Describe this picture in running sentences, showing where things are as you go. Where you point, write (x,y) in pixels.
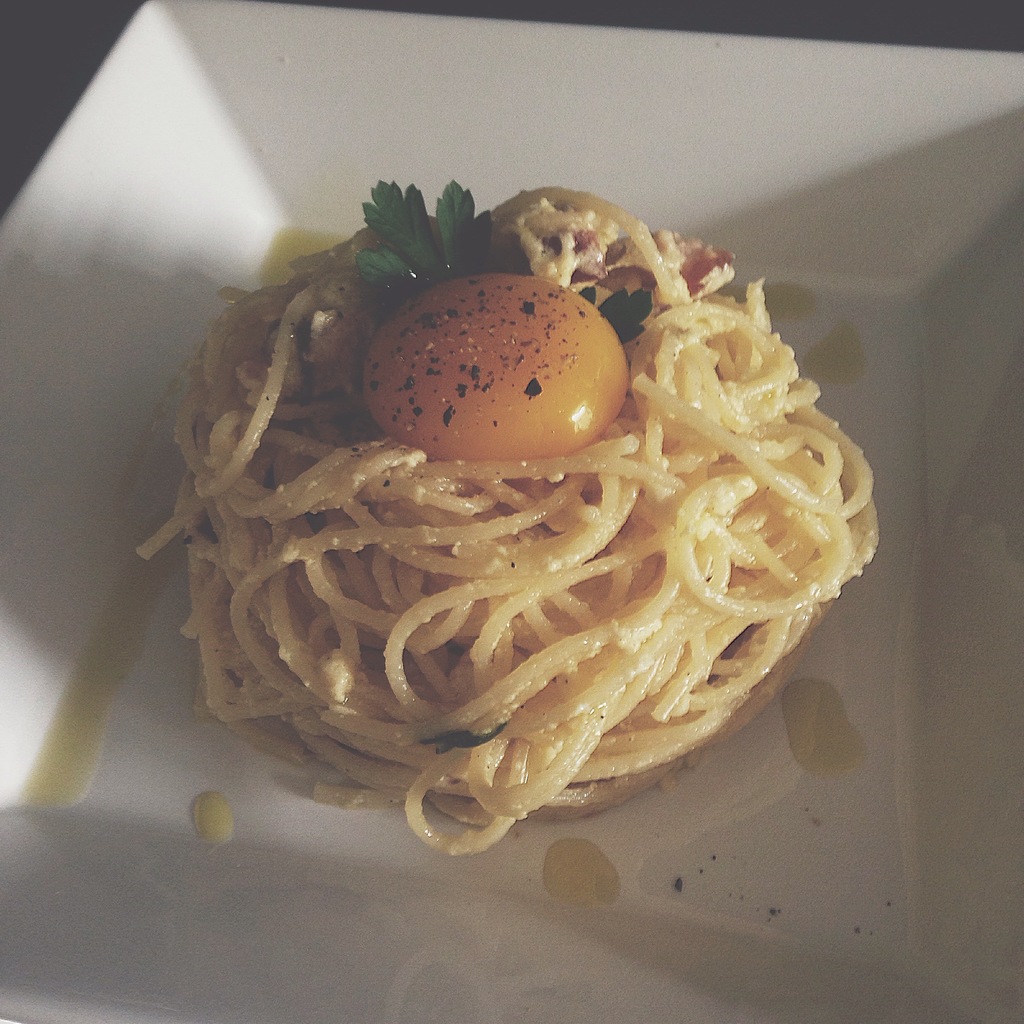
Here I can see a bowl (461,153) which consists of some food item (477,561). It is garnished with few leaves (373,256). At the top of it there is an egg yolk (445,364).
